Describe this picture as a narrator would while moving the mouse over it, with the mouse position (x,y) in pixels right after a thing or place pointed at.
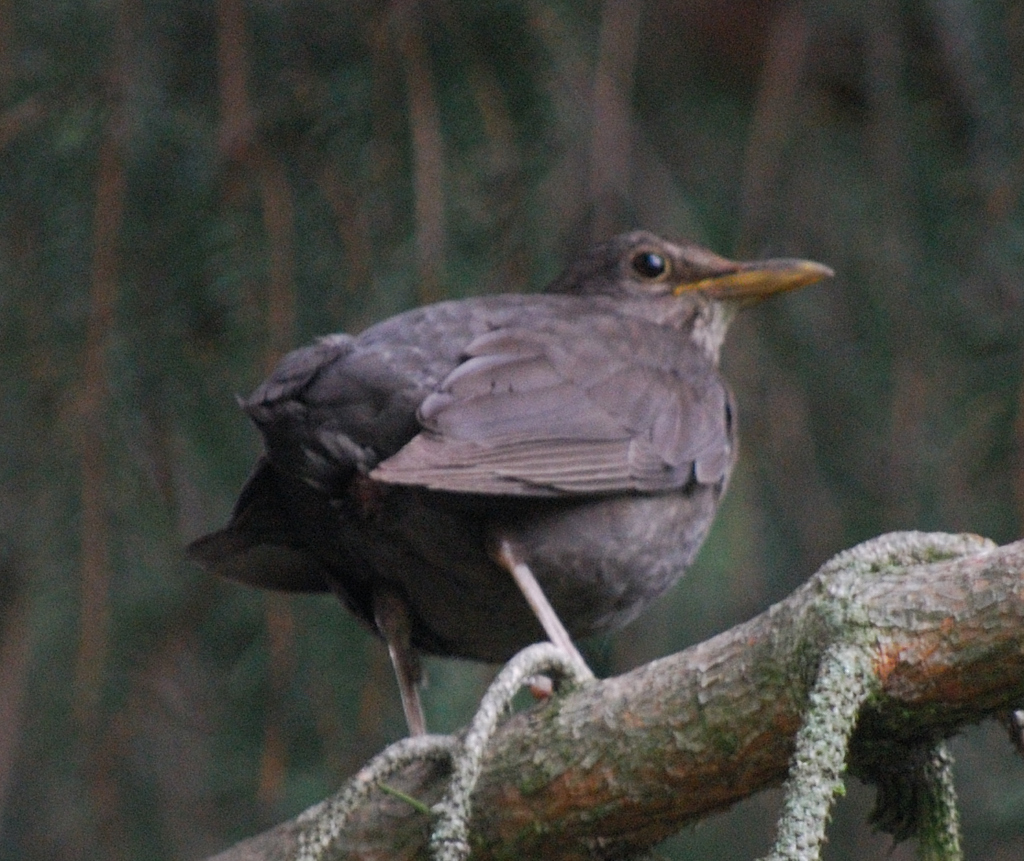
In this image I can see a bird (468,388) which is brown, black and yellow in color on a tree branch (587,713). In the background (135,647) I can see few trees (222,317).
